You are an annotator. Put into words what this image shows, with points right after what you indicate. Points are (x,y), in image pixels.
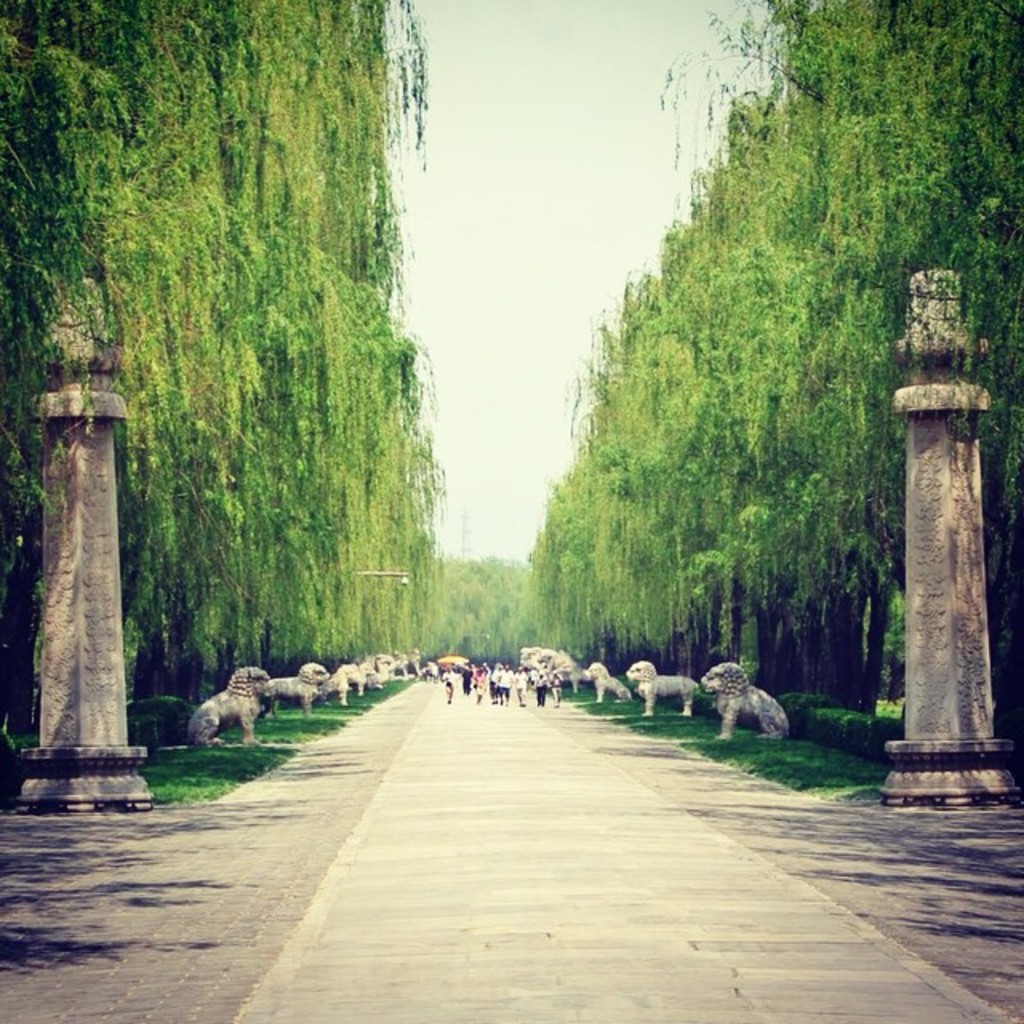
In the image there are few people (479,691) walking on the road (497,790) in the middle (474,673) with statues (335,685) of either side of it on a grassland (702,742) followed by trees (289,440) behind it all over the image with two pillars (64,453) in the front (92,297) and above its sky (481,235).
